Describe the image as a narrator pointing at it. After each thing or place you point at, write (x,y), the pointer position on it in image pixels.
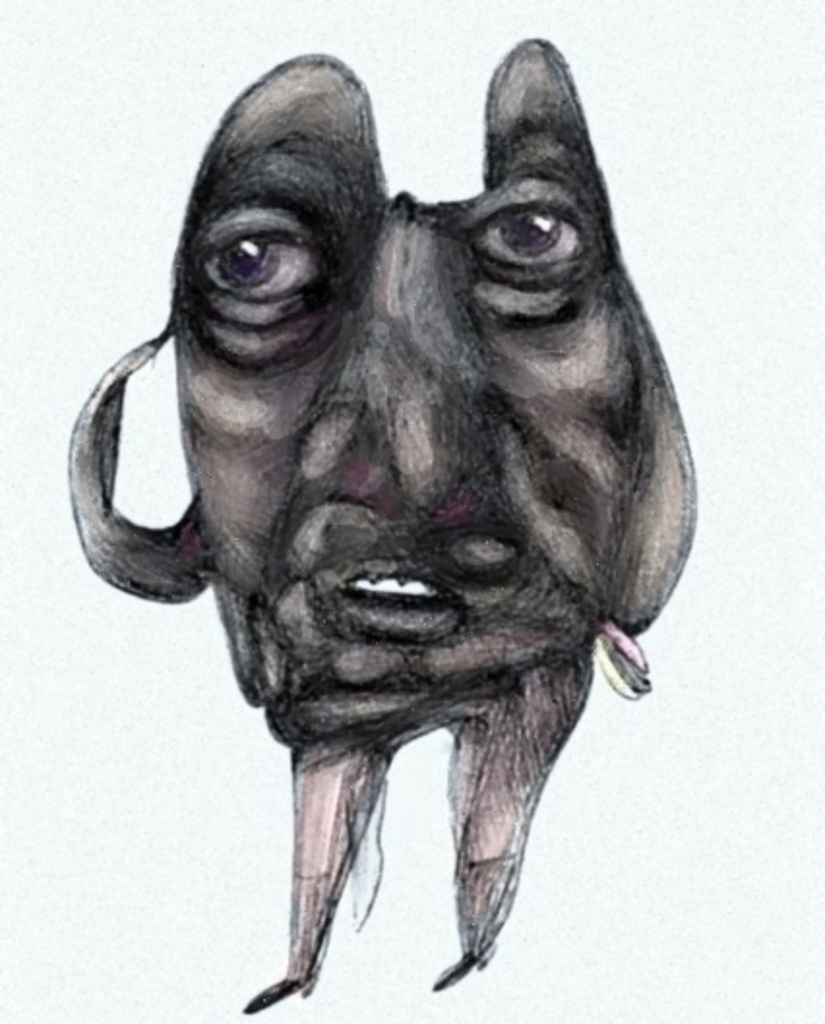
In the foreground of this image (160,571), there is sketch (581,600) of a person's face (485,576) and legs (323,917).
